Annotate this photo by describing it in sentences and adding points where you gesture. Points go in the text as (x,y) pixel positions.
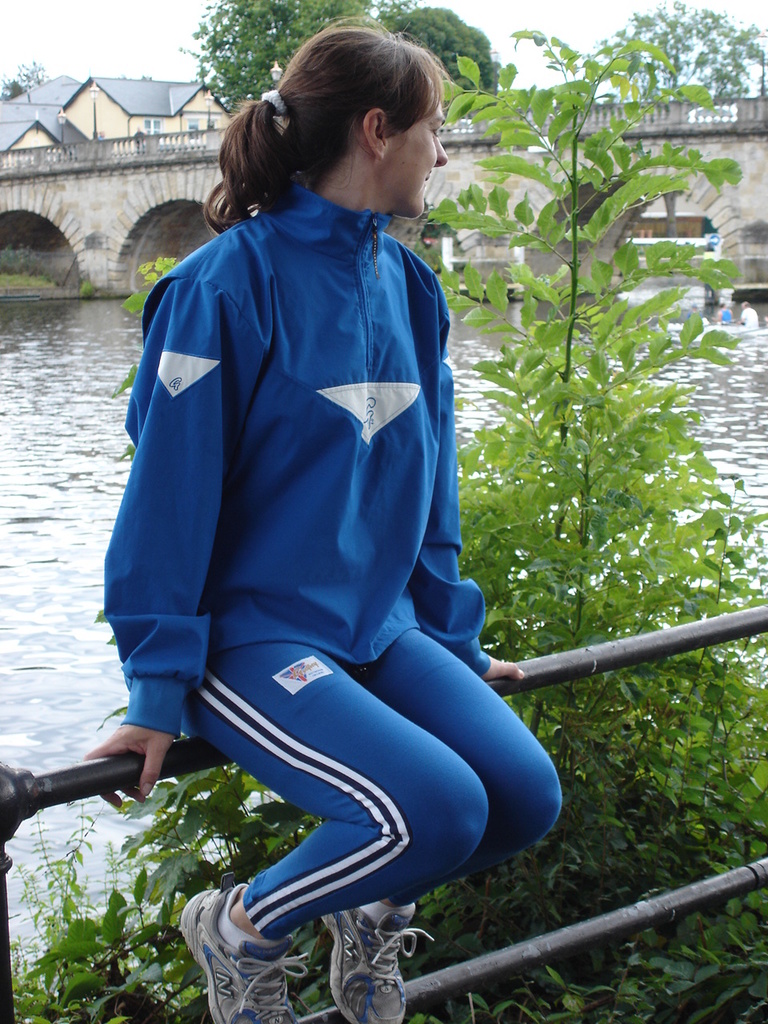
In the image in the center (374,600), we can see one woman (221,470) sitting. And she is in the blue jacket (286,429). In the background (587,9), we can see the sky (739,13), clouds (546,6), buildings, water (48,434), trees (614,531), plants (604,519) and one bridge (94,215).
